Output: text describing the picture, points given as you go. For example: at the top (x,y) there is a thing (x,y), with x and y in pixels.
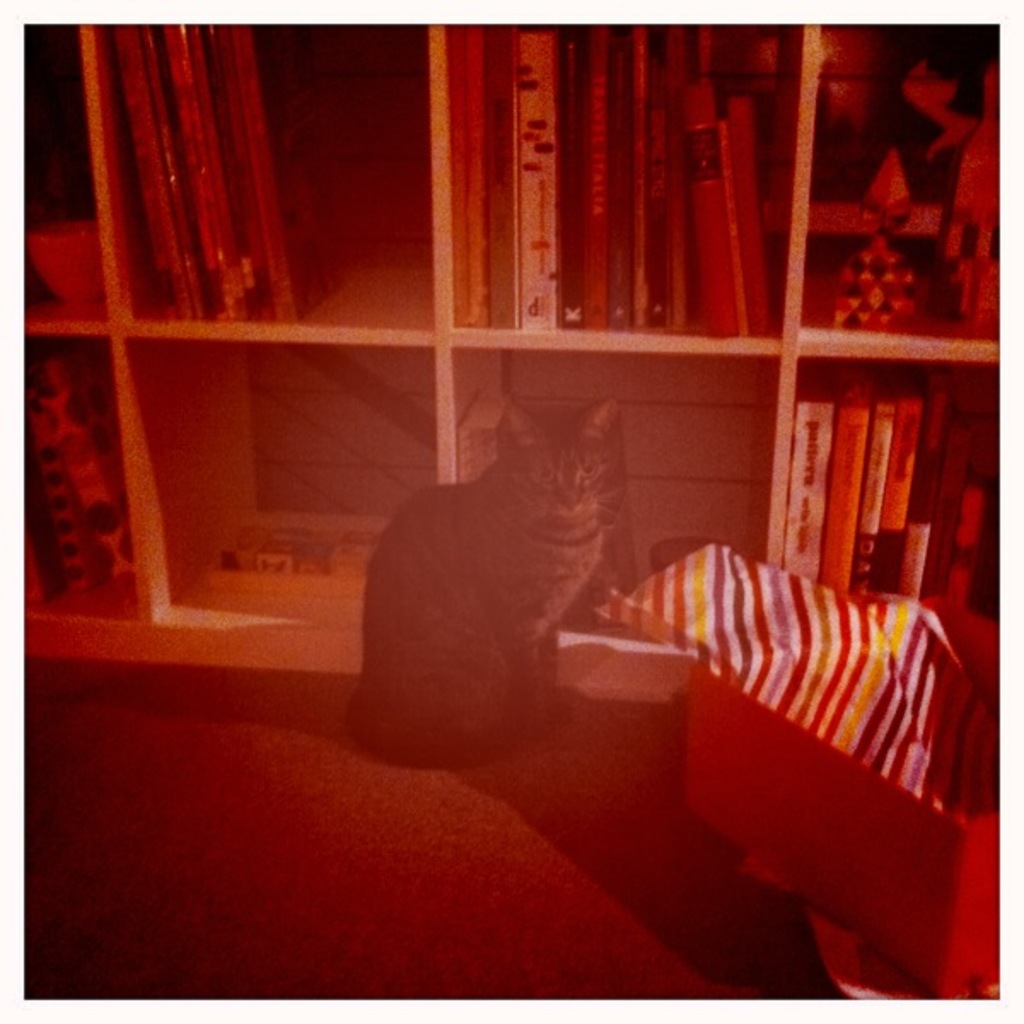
This image consists of a cat (475,702) sitting on the floor (530,760). In the background (169,188), there are books (625,321) in the rack (98,618). The rack (589,338) is made of wood (446,361). To the right (897,880), there is a box (771,828) in red color. At the bottom (423,926), there is a floor (426,882).
